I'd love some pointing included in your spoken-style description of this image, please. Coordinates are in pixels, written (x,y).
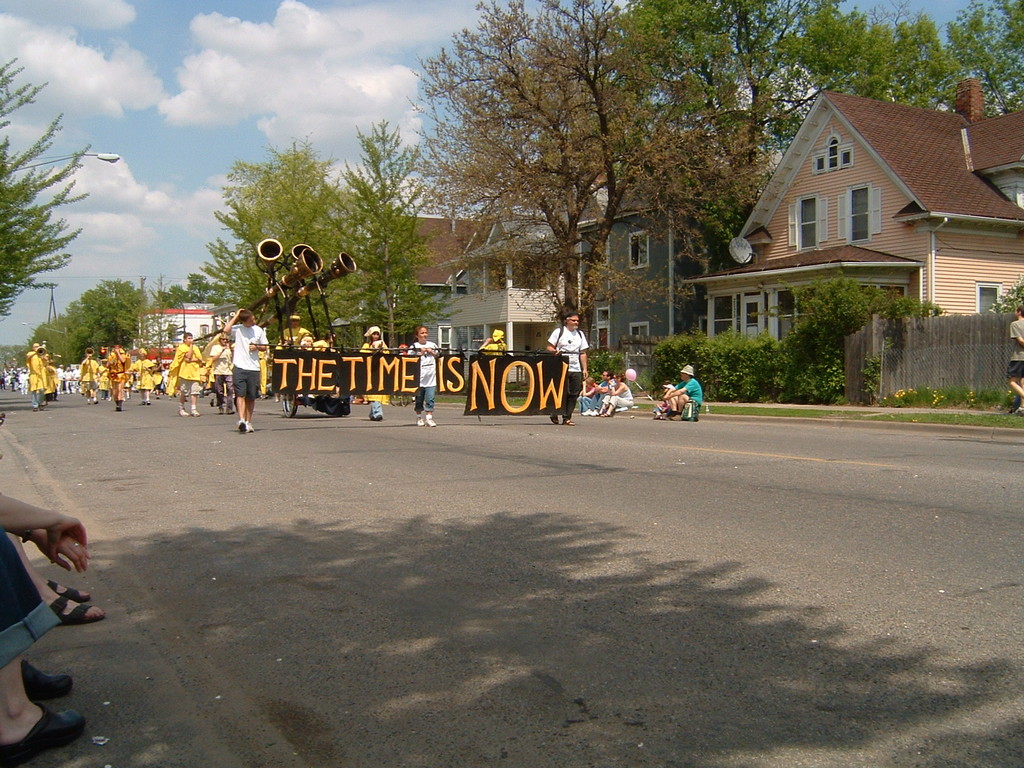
In this image there is a crowd (68,384) walking on the road (271,442) where in the foreground of this picture (558,375), there are three persons (240,364) holding banner (452,365) in their hands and few (628,402) are sitting on the side to the road (471,549). In the background (912,228), there are houses (910,241), trees (581,144), poles (97,152), sky (144,151) and the cloud (319,94).
